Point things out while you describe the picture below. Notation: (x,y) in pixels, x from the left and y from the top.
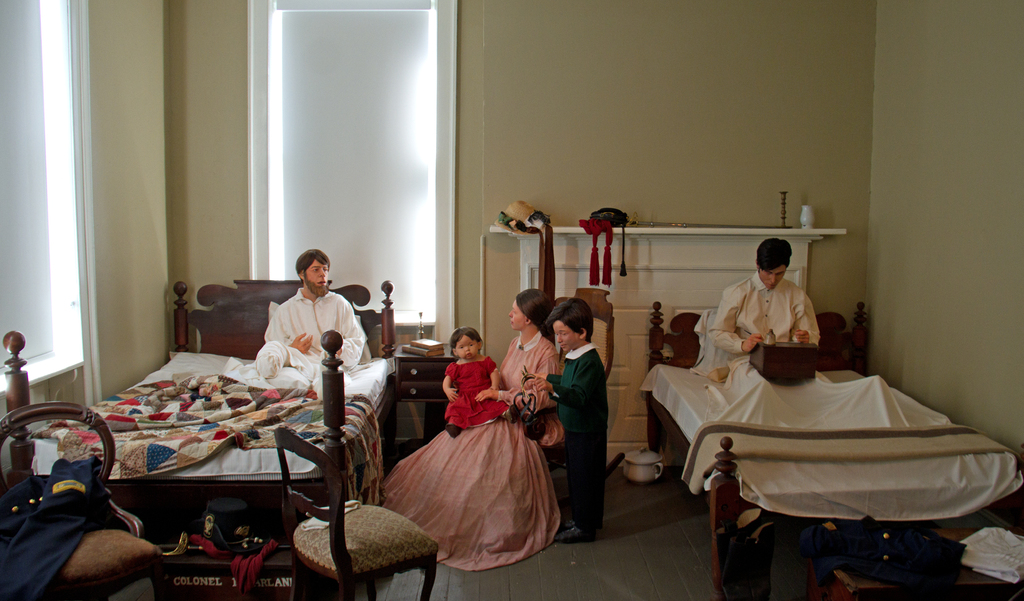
This is a picture we can see these two persons (779,306) are sitting on the beds (353,379) and this person (495,460) sitting on the chair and holding a baby (477,406) with her hands (487,396) and this person (588,453) standing. On the background (581,130) we can see wall (634,125), window (326,171). We can see beds (230,418), chairs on the floor (623,557).
